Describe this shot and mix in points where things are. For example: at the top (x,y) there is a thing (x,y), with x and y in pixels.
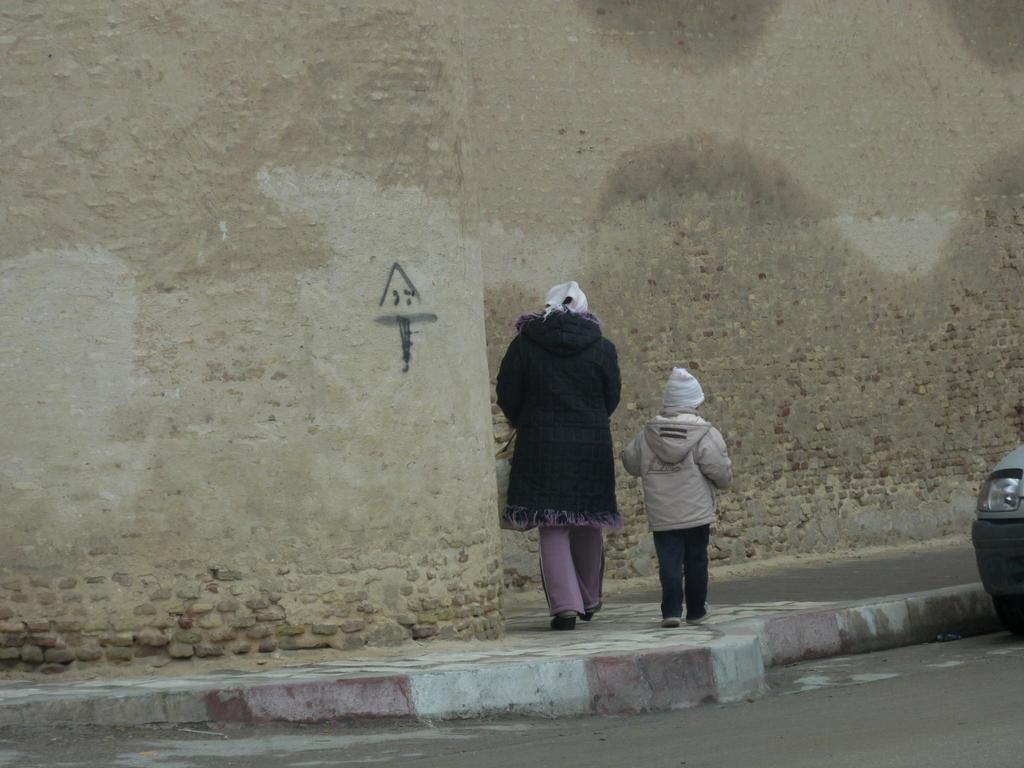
In this image we can see there are two persons (617,517) walking on the pavement (712,597) of a road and there is a vehicle (988,533). In the background (884,250) there is a wall (392,276).
